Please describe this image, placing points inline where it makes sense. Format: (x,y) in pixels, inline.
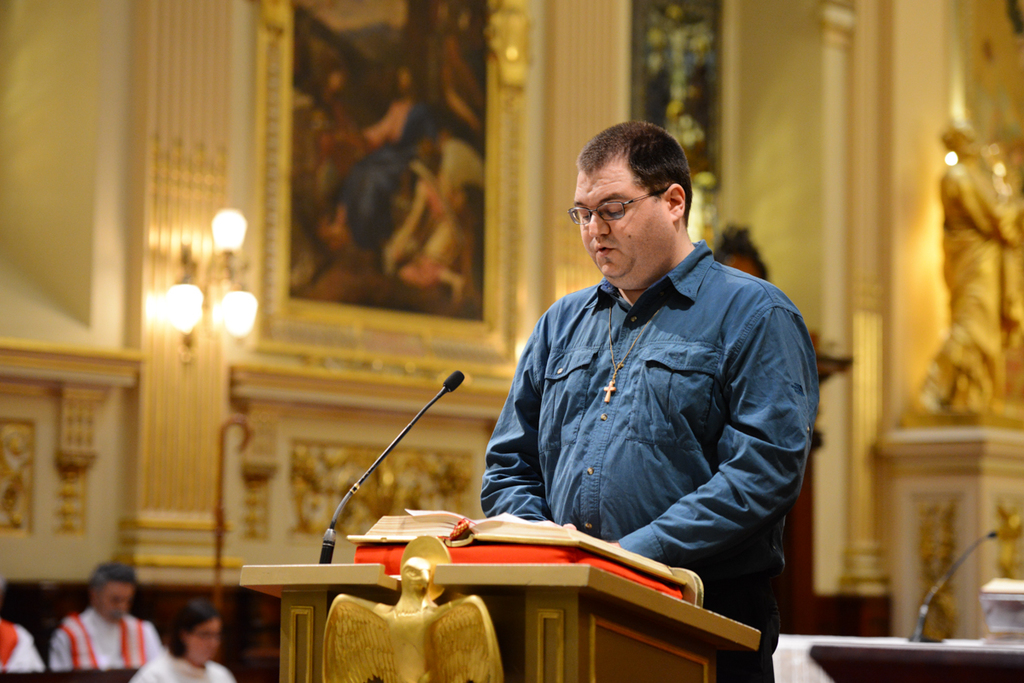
In the center of the image (597,321) a man (614,350) is standing. At the bottom of the image (491,610) we can see a podium (406,574). On the podium (446,554) we can see a book (502,538), mic (440,393) are present. At the bottom left corner (135,654) we can see some person (111,624) are there. In the background of the image (517,226) we can see sculpture (976,199), frame (390,202), lights (217,239), wall (151,151) are present.
